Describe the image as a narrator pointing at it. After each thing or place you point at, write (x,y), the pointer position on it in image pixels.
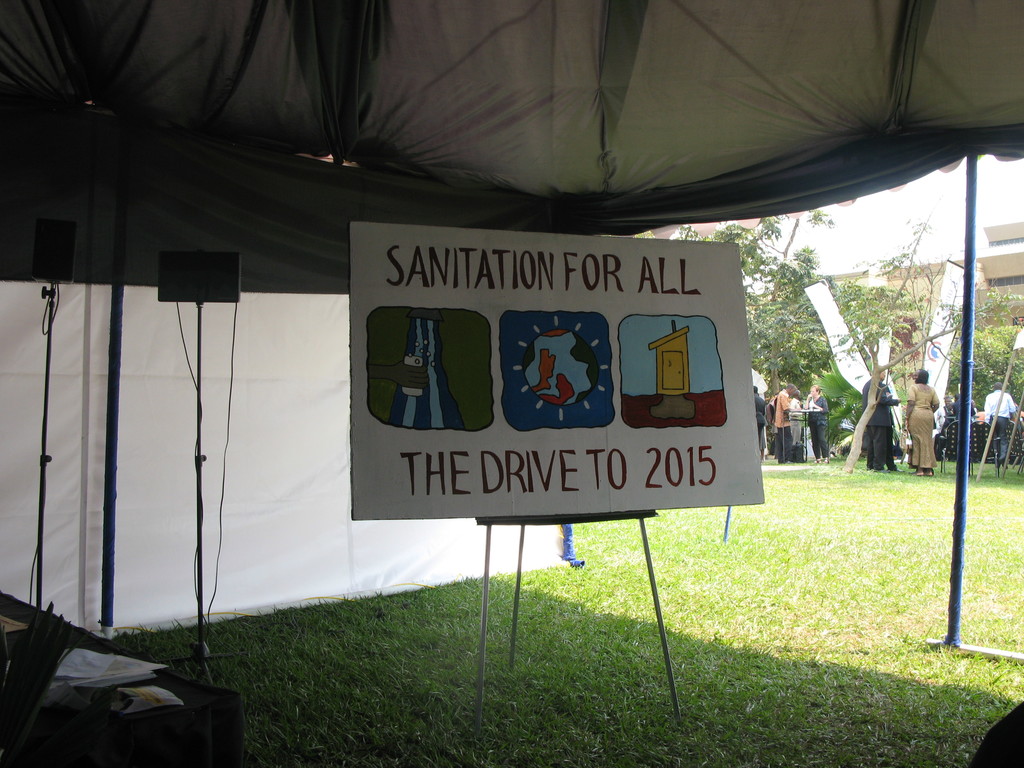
In this image we can see a board (564,427) under the tent (577,96). The land (805,623) is covered with grass (854,637). Background of the image (780,322) trees (857,301), building (1010,290) and persons (785,413) are there.
